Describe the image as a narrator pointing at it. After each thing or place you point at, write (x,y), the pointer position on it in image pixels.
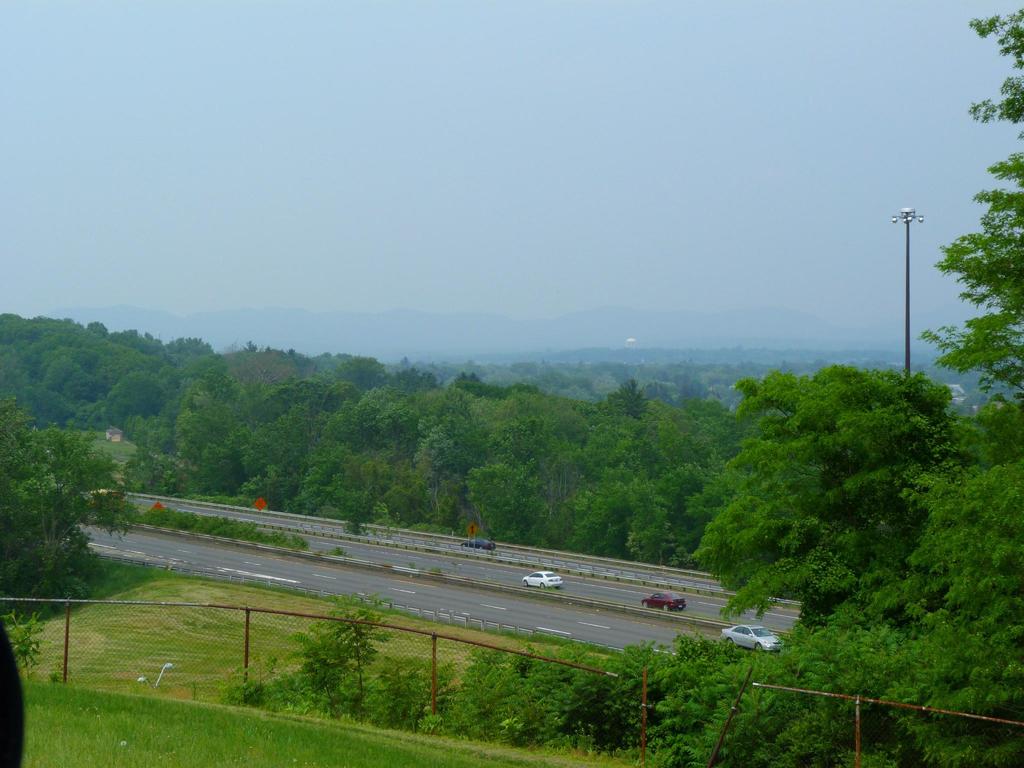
In this picture I can observe a road (478,576) on which some cars (544,574) are moving. There is a railing (474,645) on the bottom of the picture (82,600). I can observe some plants (934,699) on the ground (176,649). In the background (459,454) there are trees (426,392) and a sky (393,245).
